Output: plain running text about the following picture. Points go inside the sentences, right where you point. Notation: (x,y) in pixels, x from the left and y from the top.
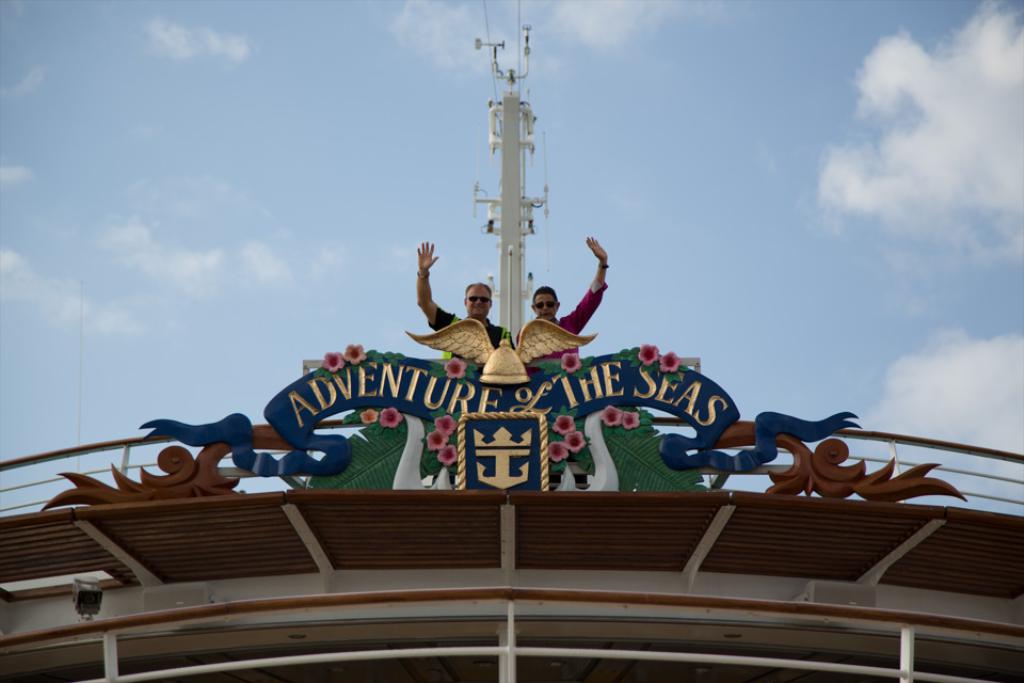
In this image, we can see two persons (483,309) on the deck (496,555). In the background of the image (898,171), there is a sky (455,217).
